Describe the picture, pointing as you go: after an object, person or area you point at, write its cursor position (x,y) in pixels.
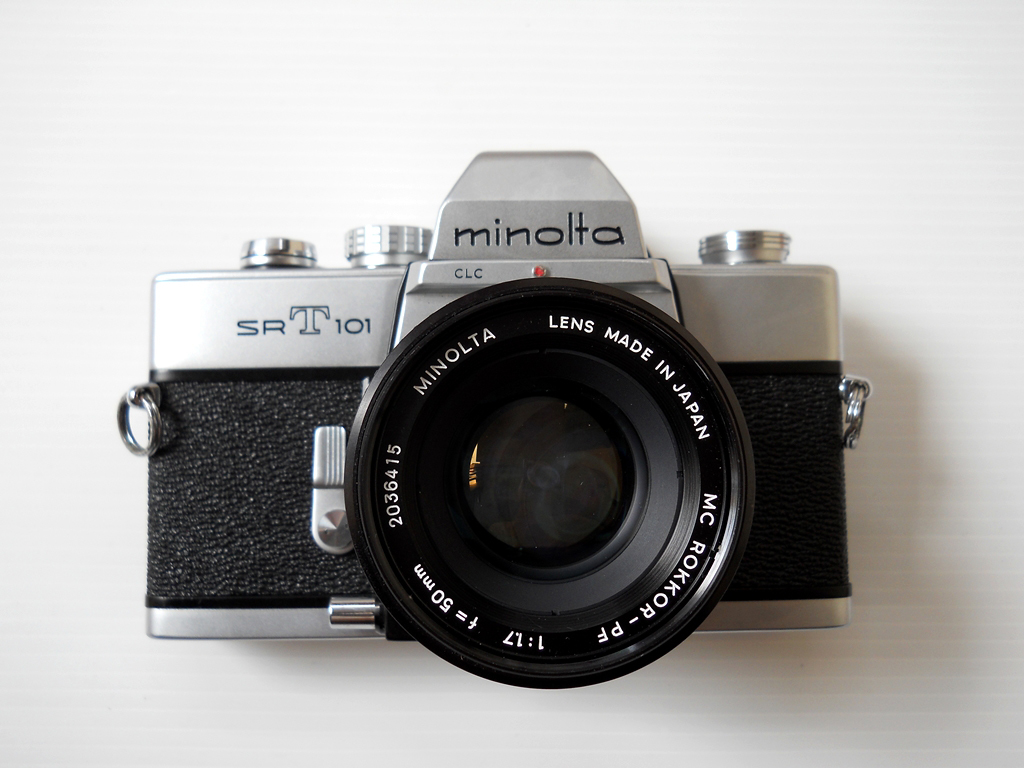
This image consists of a camera (257,414). On which we can see the text (304,316). It is in black and silver color.
